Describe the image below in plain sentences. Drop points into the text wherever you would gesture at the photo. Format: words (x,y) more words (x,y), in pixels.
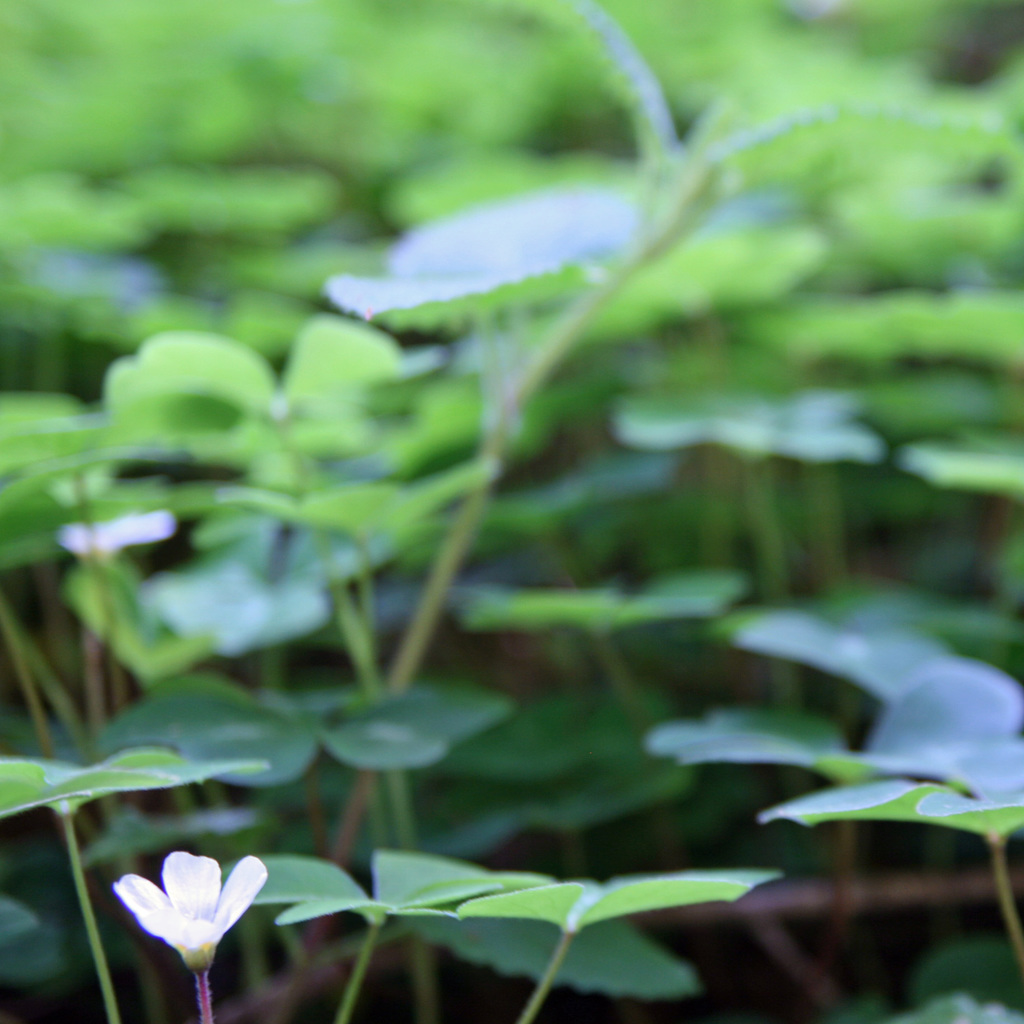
In this image there are green leaves (225,398) in the middle (635,477). At the bottom (161,911) there is a small white flower (171,903).
